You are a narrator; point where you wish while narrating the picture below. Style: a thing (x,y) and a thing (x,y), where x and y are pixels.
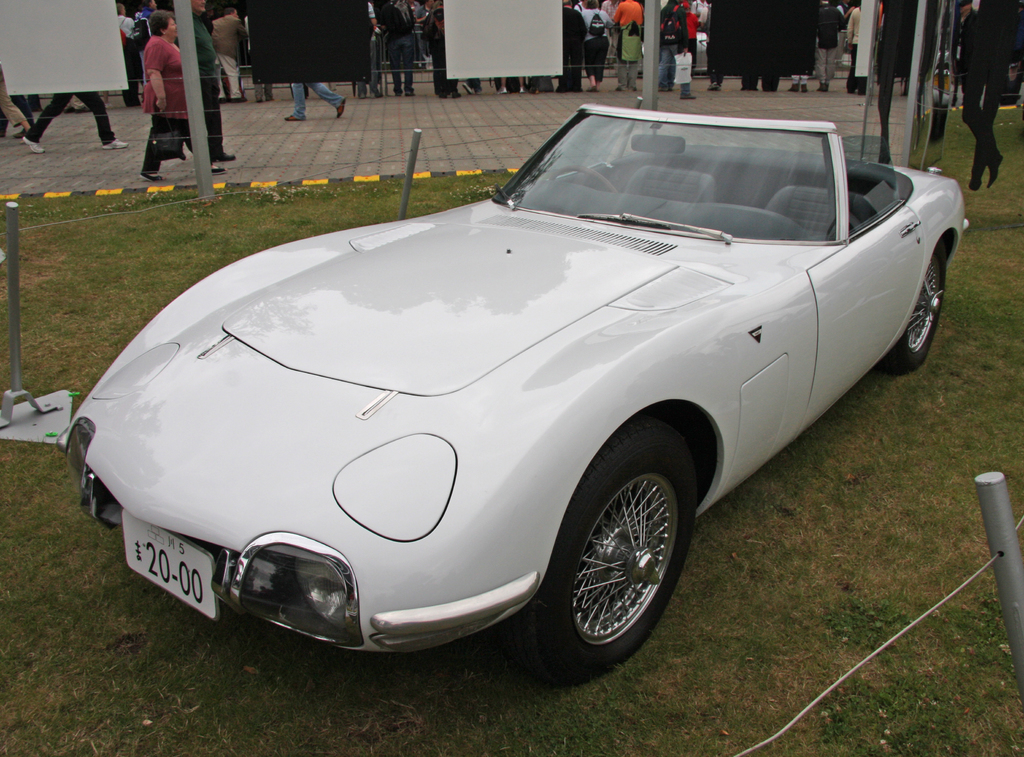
As we can see in the image there is a white color car (625,387), grass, posters (278,53) and few people (408,34) here and there.
